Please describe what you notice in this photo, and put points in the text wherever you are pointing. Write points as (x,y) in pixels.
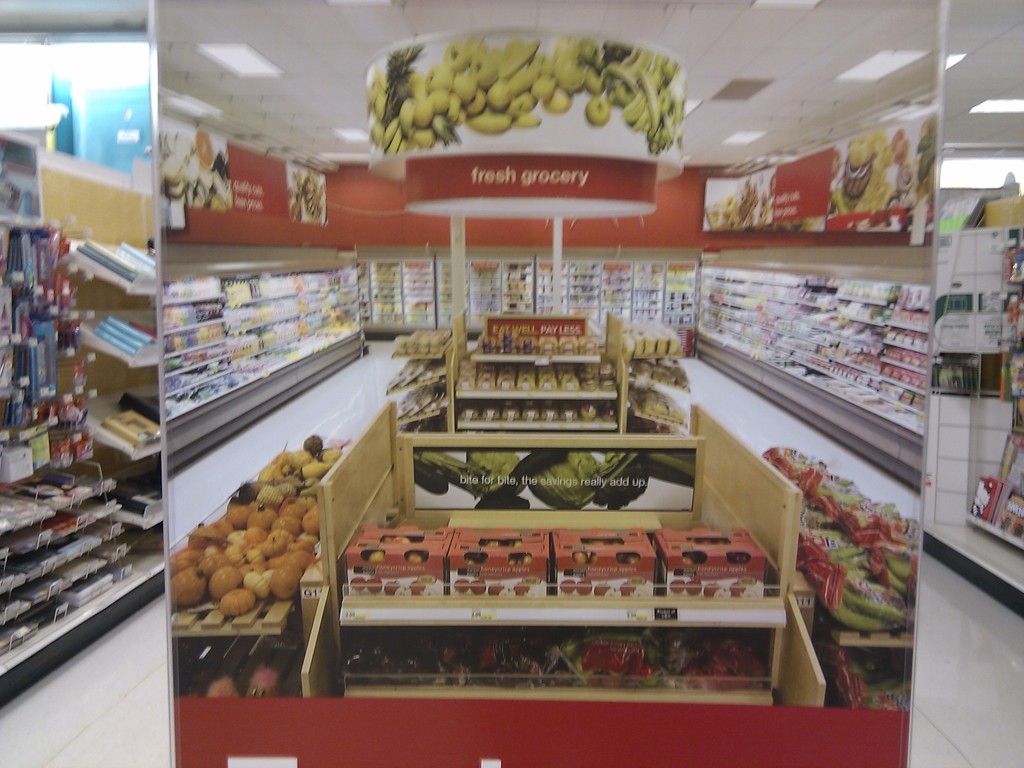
This image is clicked in a supermarket (121,696). In the front (544,368), there is a poster (331,350). To the left (37,484), there are racks (59,499). In the poster (328,504) we can see fruits (548,651) kept in the racks (778,632).
